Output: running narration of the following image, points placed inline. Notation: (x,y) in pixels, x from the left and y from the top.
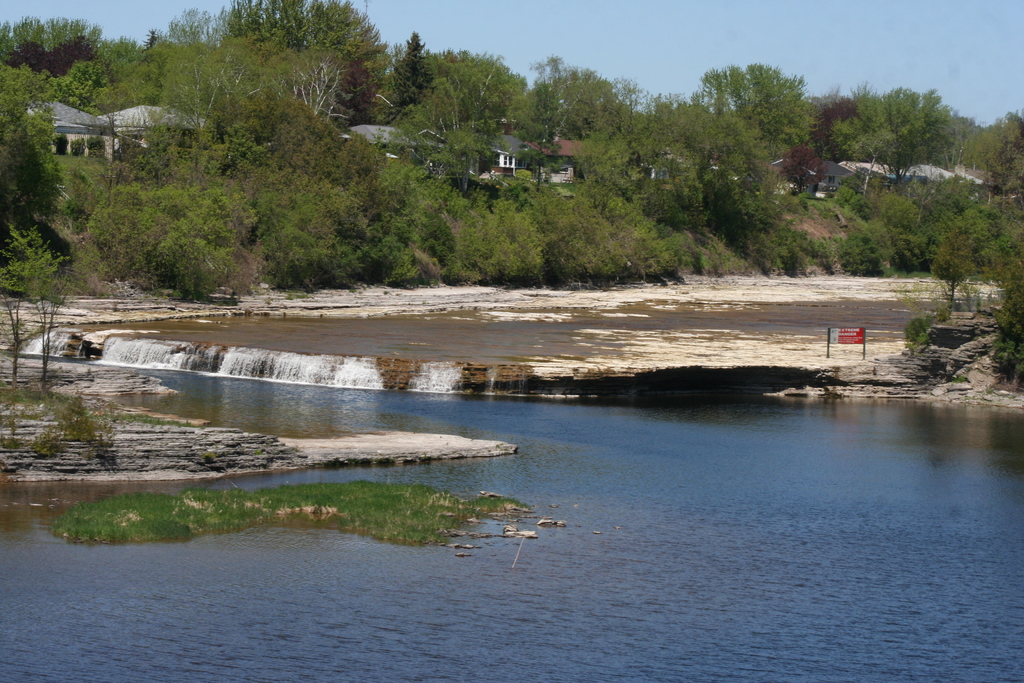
In this image we can see river (754,400), information board (859,342), trees (372,160), buildings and sky (1004,73).
